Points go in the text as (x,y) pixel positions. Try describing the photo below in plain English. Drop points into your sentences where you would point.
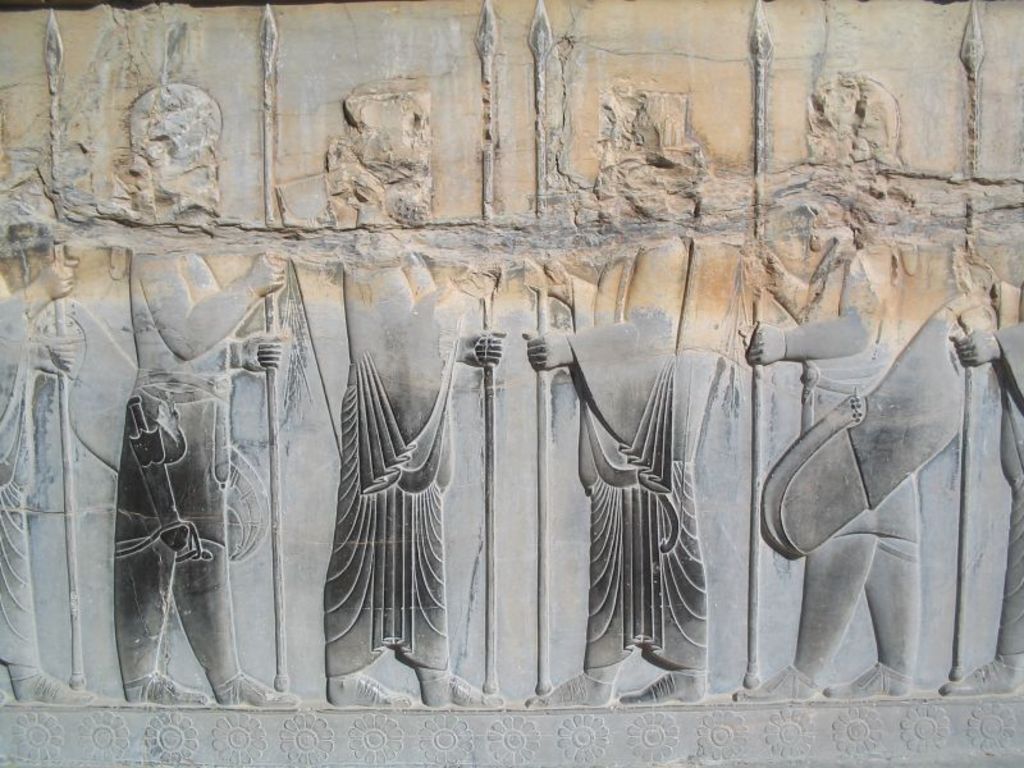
In the image on the stone (684,542) there are few sculptures of people (673,314) with holding the rods (495,649) in their hands (539,348). At the bottom of the image (1001,721) on the stone (114,723) there are flower sculptures (365,723).
